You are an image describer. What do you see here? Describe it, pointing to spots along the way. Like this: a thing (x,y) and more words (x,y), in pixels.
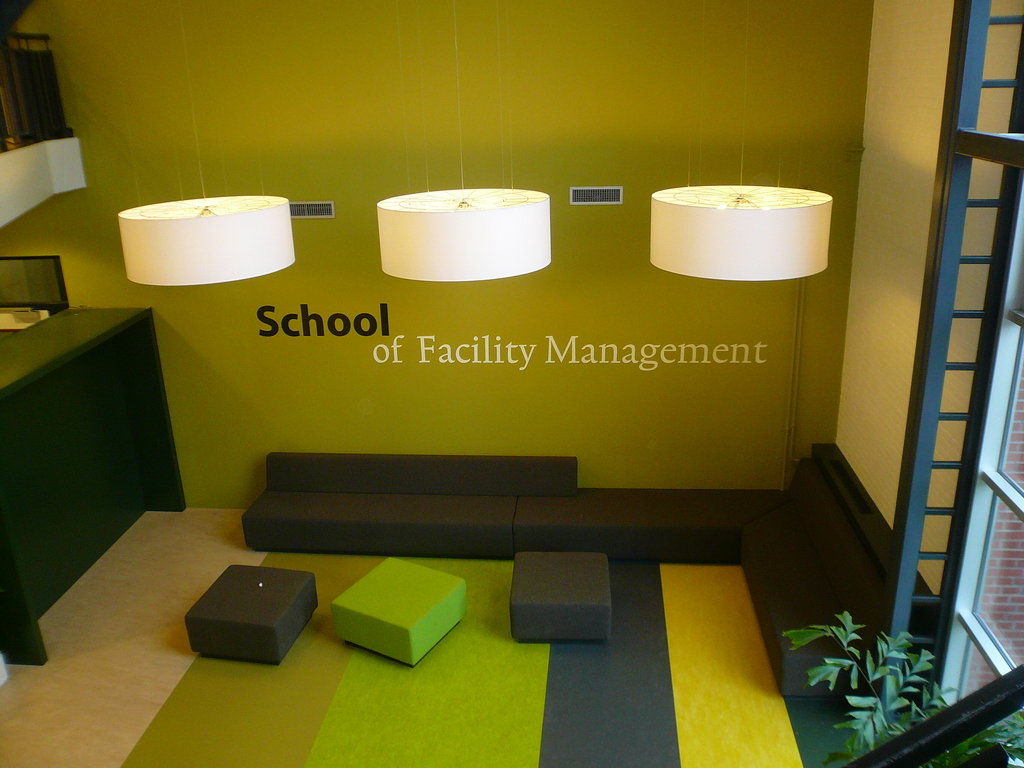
In this image, we can see white objects (517,263), wall (511,344), sofa (562,499), stools (601,589) and floor (509,662). On the right side of the image (1000,610), we can see glass objects (992,586) and plant leaves (869,668). Through the glass (1011,564), we can see brick wall (1008,598). On the left side (79,485), we can see railing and few objects (55,279).
